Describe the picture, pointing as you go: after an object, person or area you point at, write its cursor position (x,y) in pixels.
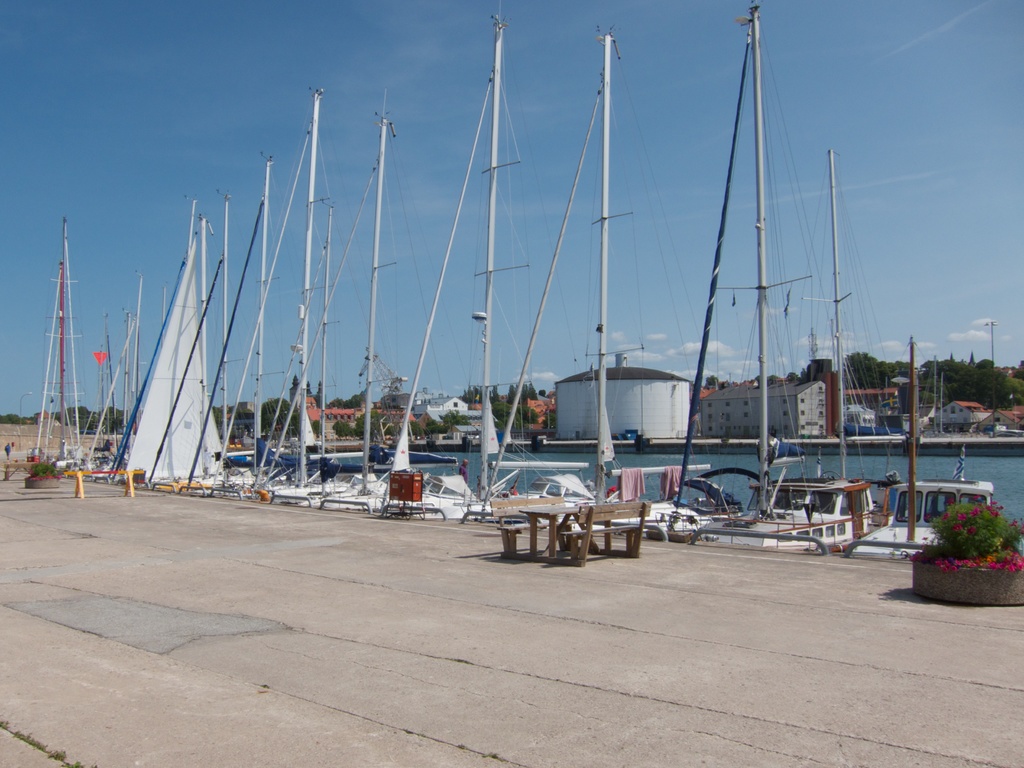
In this picture we can observe a fleet (643,501) on the water (991,460). There is a table (548,512) along with two benches (498,512) on the dock (438,574). On the right side (941,550) there are some flowers (971,557) to the plants (975,557). In the background (668,396) there are some buildings (727,410), trees (969,383) and a sky (413,254).
